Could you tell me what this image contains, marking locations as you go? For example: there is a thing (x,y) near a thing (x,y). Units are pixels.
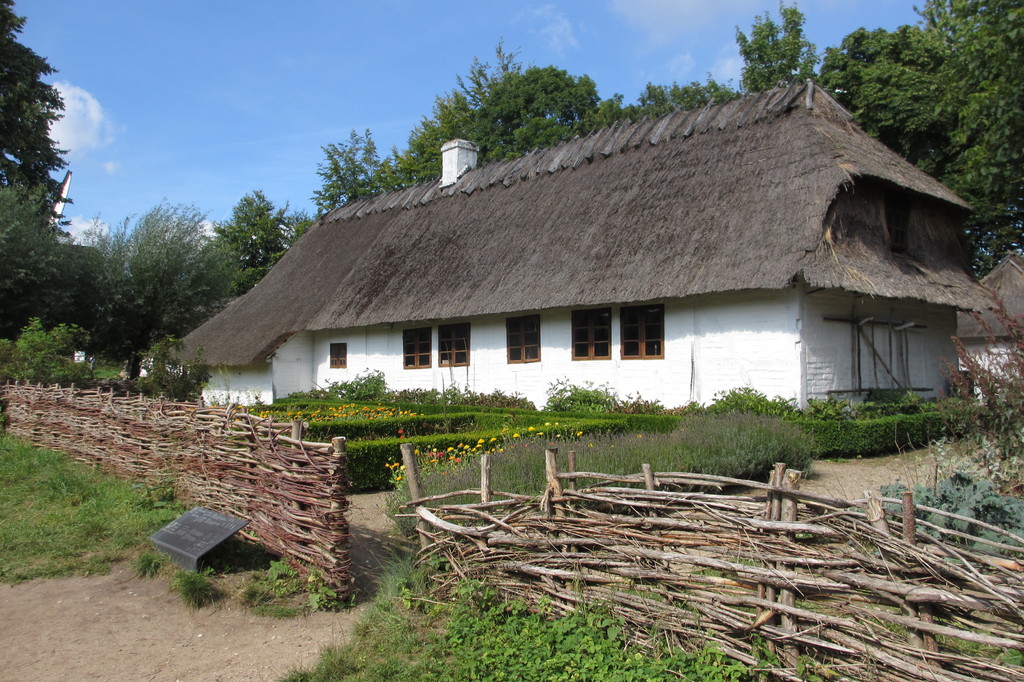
In this picture, it seems to be, there is wooden boundary (416,464) at the bottom side of the image (452,521) and there is greenery (671,674). There is a house (524,255) like a hut (536,272) in the center of the image (539,289) and there are trees (16,246) and huts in the background area (1005,312).
